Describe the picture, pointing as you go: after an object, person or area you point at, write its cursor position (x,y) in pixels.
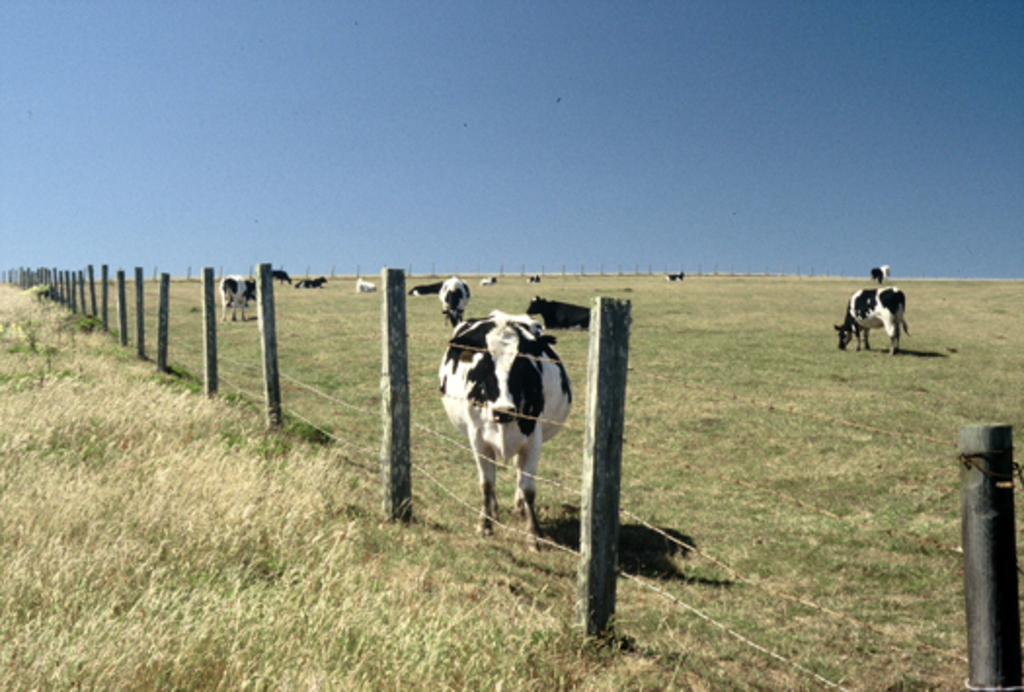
In this image there are animals (901,303) and we can see a fence (105,284). At the bottom (284,617) there is grass (259,632). In the background (501,177) there is sky (456,96).
